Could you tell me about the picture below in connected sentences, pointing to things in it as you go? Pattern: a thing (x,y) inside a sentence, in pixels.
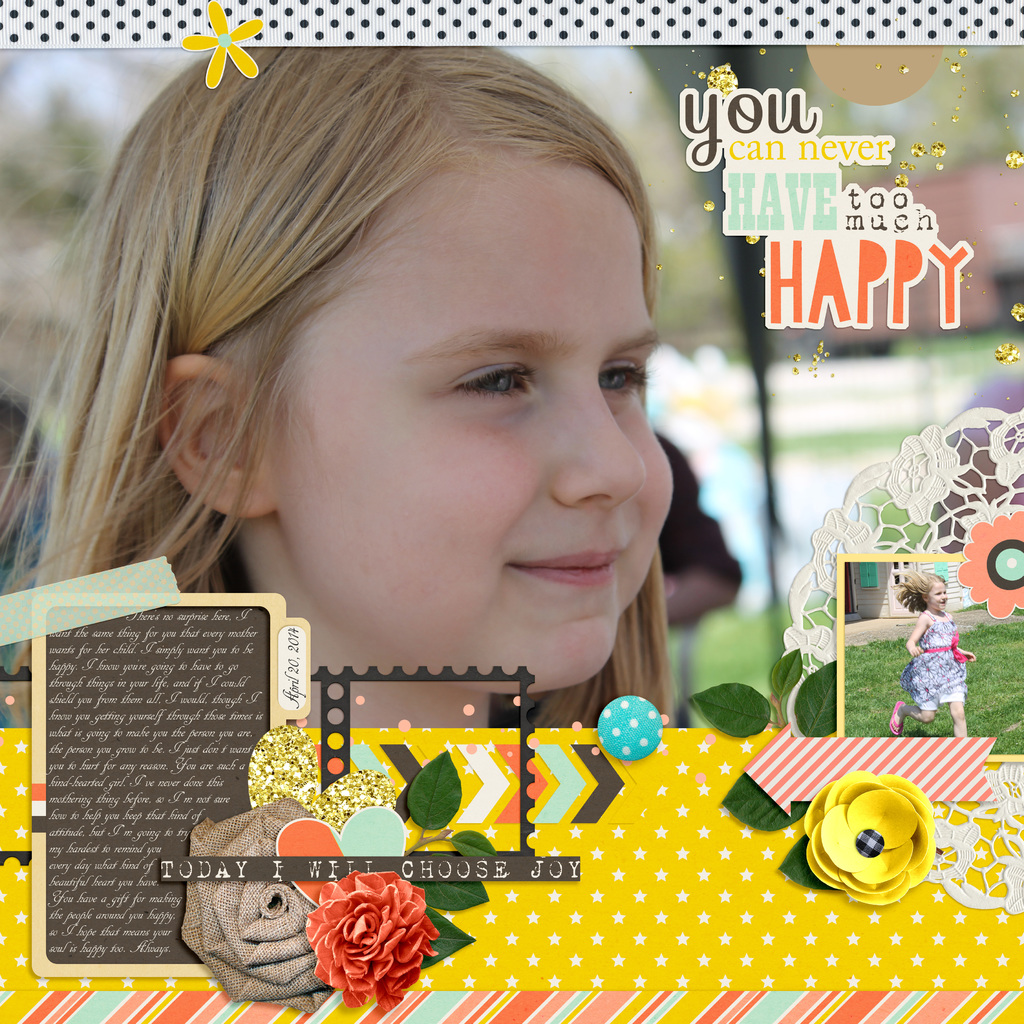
This image is edited one as we can see there is one kid (447,530) in middle of this image (422,412), and there is some text logo (793,284) on top right side of this image (793,243). and there is some other text logo (398,871) on the bottom of this image (258,864) and at top of this image (864,154) as well. There is one another picture (924,670) of this kid (954,657) is on the right side of this image (929,689).
